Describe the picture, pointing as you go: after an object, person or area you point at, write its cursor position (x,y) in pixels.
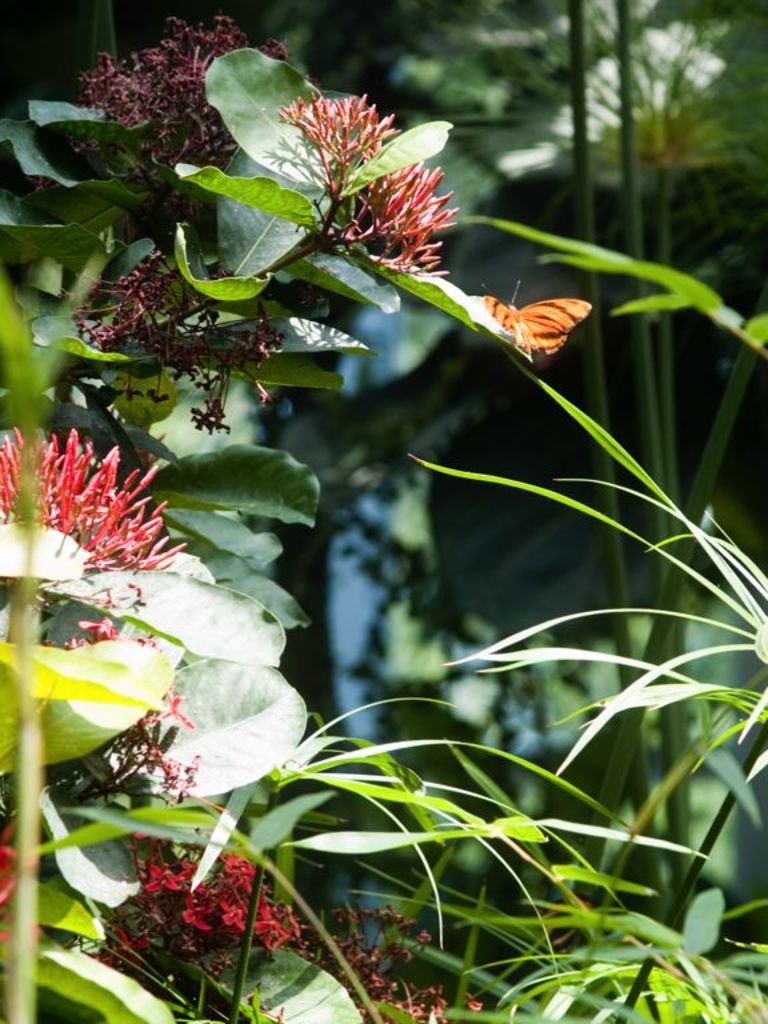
In this image I can see few plants (195,860) along with flowers (2,454) and leaves (209,702). There is a butterfly (527,328) on a leaf (462,306). In the background (451,500) few plants (430,609) and trees (346,519) are visible.
